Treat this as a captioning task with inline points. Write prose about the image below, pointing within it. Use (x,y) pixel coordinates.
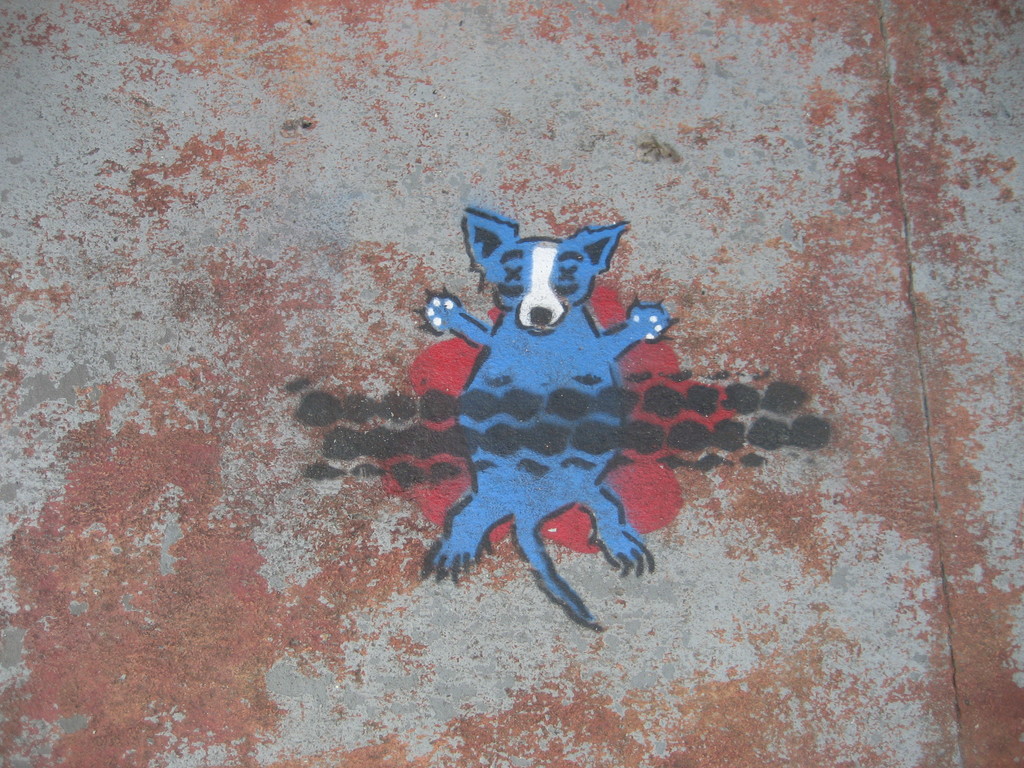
In the image on the surface (761,85) there is a painting (547,389) of an animal (514,484) with black and red marks (442,387).
